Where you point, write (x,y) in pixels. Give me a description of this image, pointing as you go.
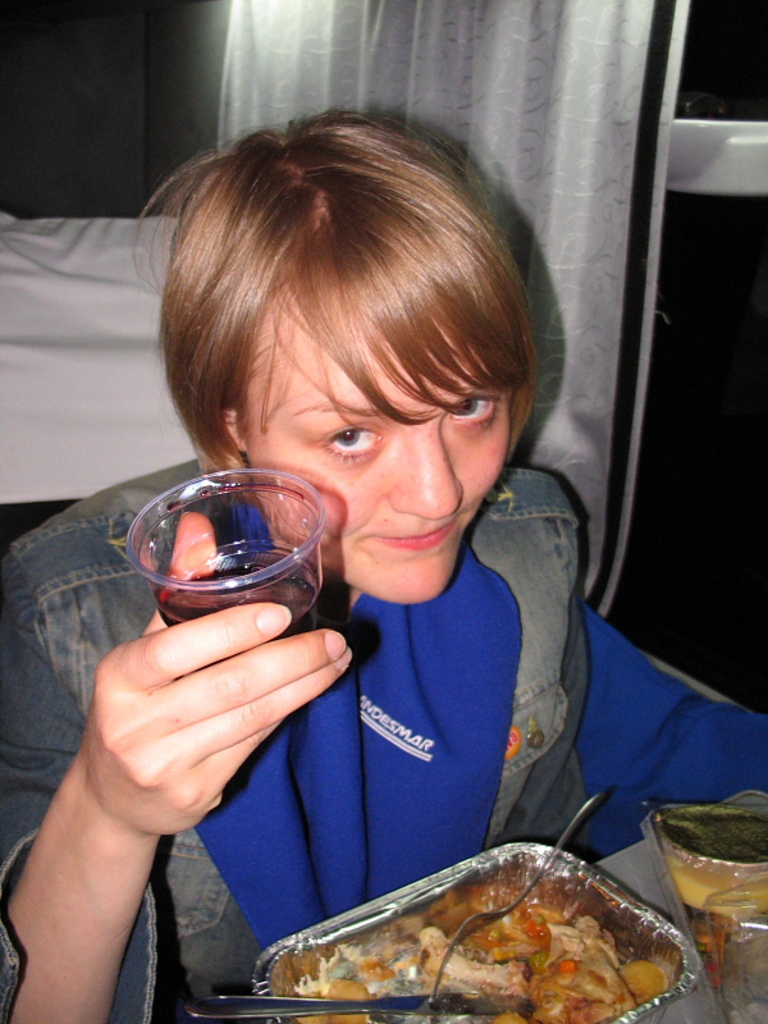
In the picture I can see a woman (401,696) wearing blue dress (404,727) is holding a glass of drink (251,582) in her hand (222,620) and there are few eatables (418,964) placed in front of her and there are some other objects (389,94) in the background (250,26).
